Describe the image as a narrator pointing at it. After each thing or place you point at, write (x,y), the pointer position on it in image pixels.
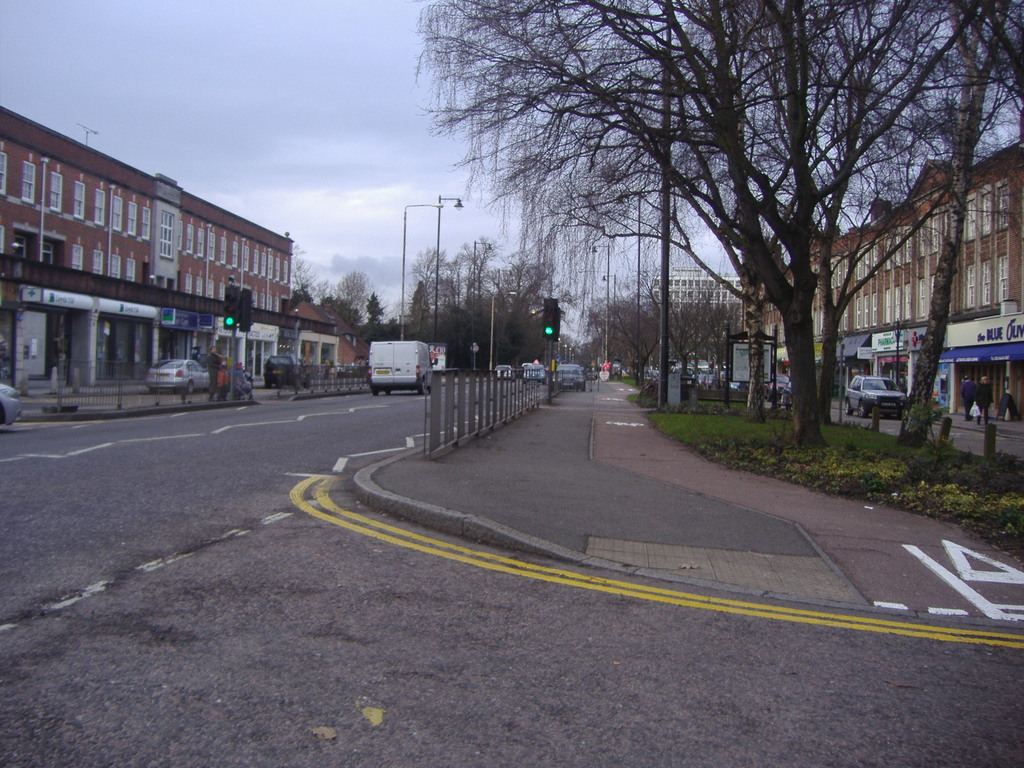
In this picture we can observe a railing (507,388) and a traffic signal (547,306) fixed to the pole (551,374). There is a road (303,589) and a footpath (522,471). We can observe some plants (807,453) and tree (470,309) here. There are some street light poles (438,291) and vehicles (416,375) moving on the road (221,435). There are building (135,270) on either sides of the road (226,457). In the background (291,166) there is a sky (284,128) with some clouds (292,106).
